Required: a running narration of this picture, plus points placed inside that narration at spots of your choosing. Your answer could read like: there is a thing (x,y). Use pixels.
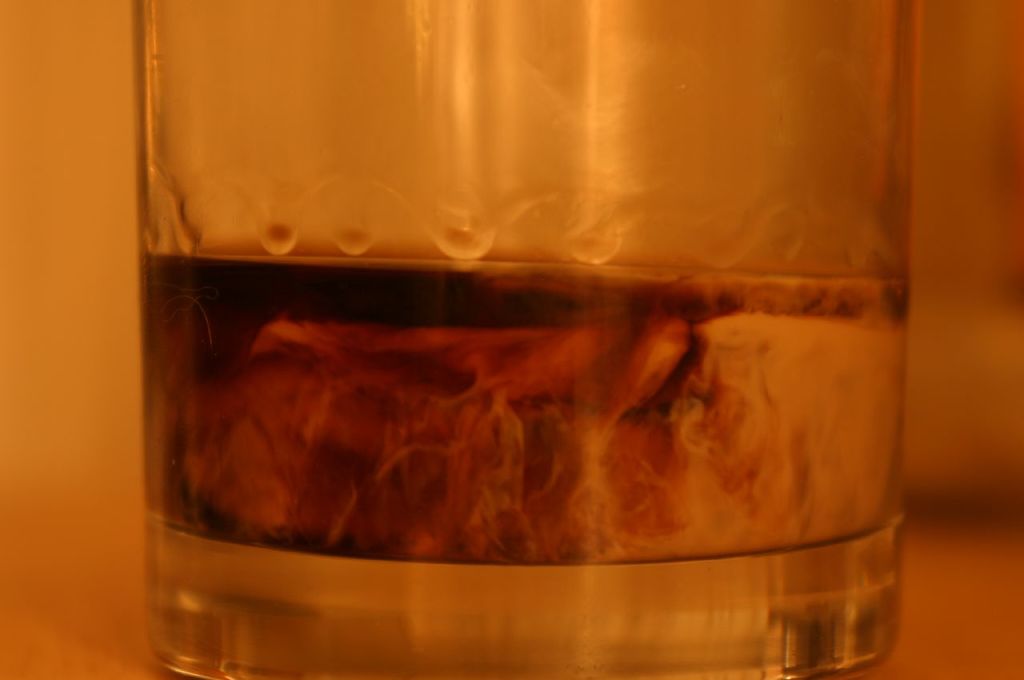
In this picture, we see a glass (572,360) containing a liquid (524,316). This glass (333,431) might be placed on the table (75,600). In the background (28,262), it is orange in color and this picture is blurred in the background (975,400).
